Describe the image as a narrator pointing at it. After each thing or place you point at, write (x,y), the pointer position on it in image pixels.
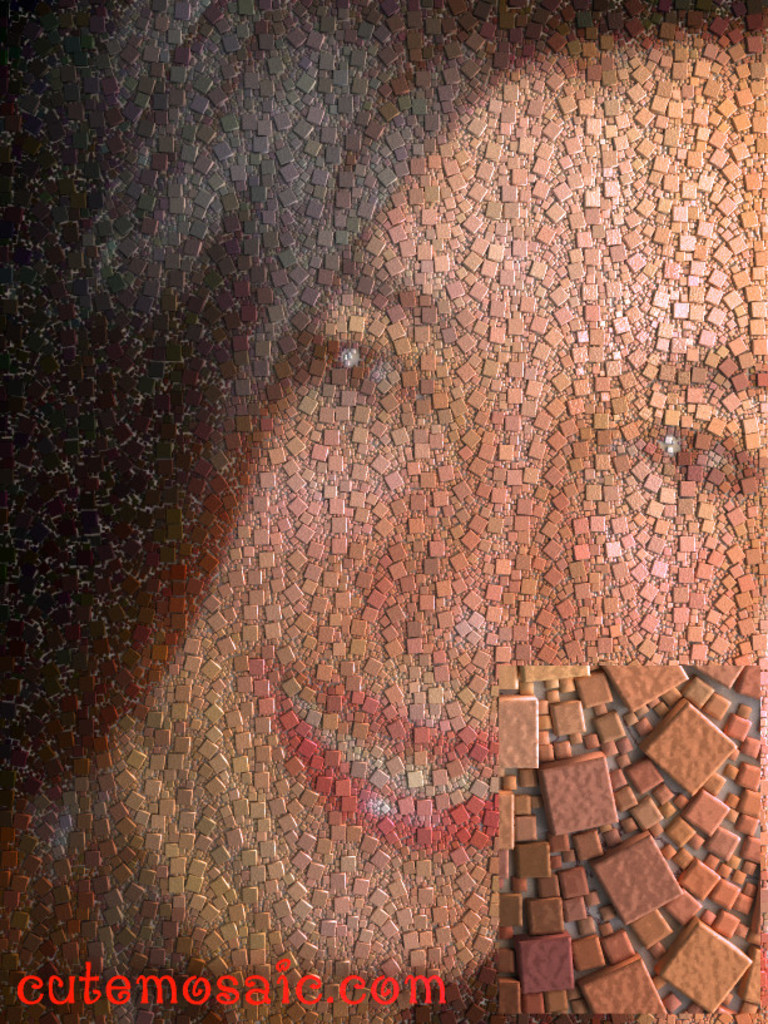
In this picture, we see the painting (417,691) of the woman (375,700) on the wall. She is smiling. At the bottom (233,994), we see some text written in red color. This might be an edited image.
